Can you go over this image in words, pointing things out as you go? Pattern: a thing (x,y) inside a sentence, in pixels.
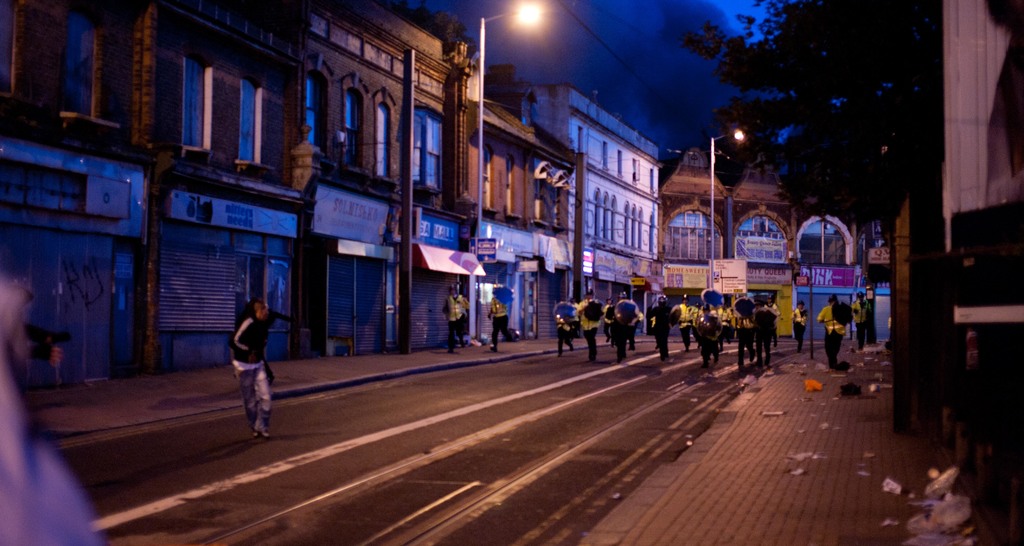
At the bottom of the image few people (281,317) are running on the road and they are holding something in their hands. Behind them there are some buildings (539,126) and poles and trees (802,89). At the top of the image (723,8) there is sky (520,54).
